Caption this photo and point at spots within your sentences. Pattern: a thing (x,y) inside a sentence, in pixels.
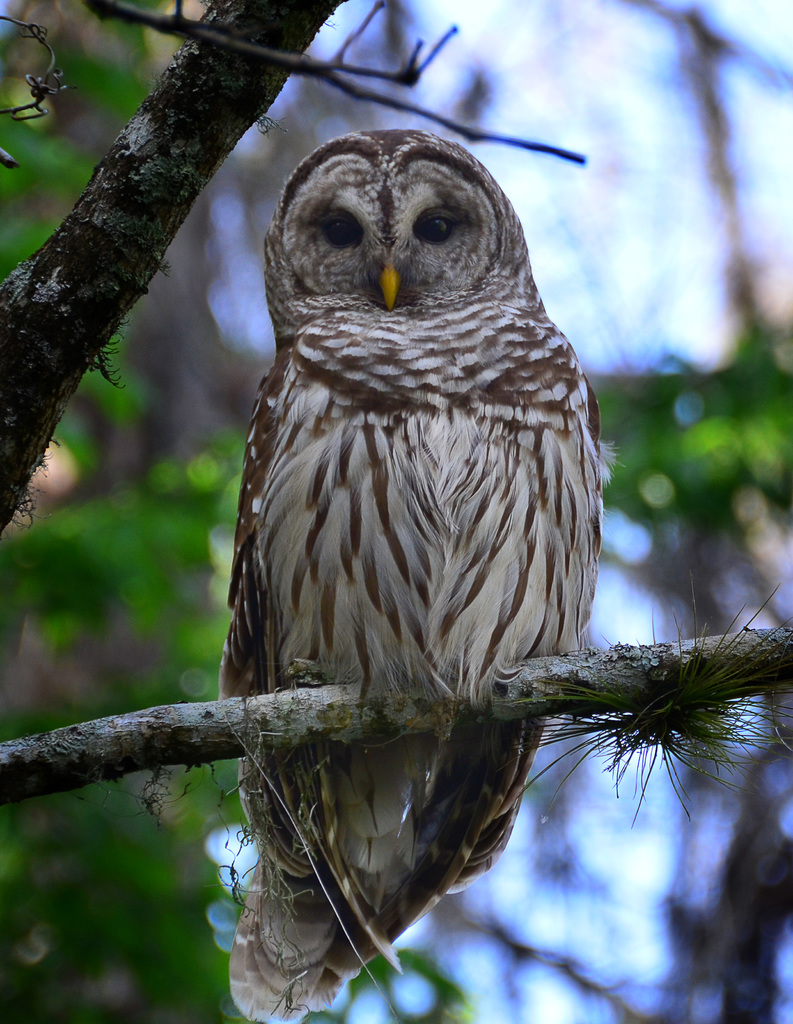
In this picture I can see an owl (294,381) in front (375,587) which is on a branch (283,704) and I see another branch (140,153) on top of this picture (165,123) and I see that it is totally blurred in the background (133,545).
